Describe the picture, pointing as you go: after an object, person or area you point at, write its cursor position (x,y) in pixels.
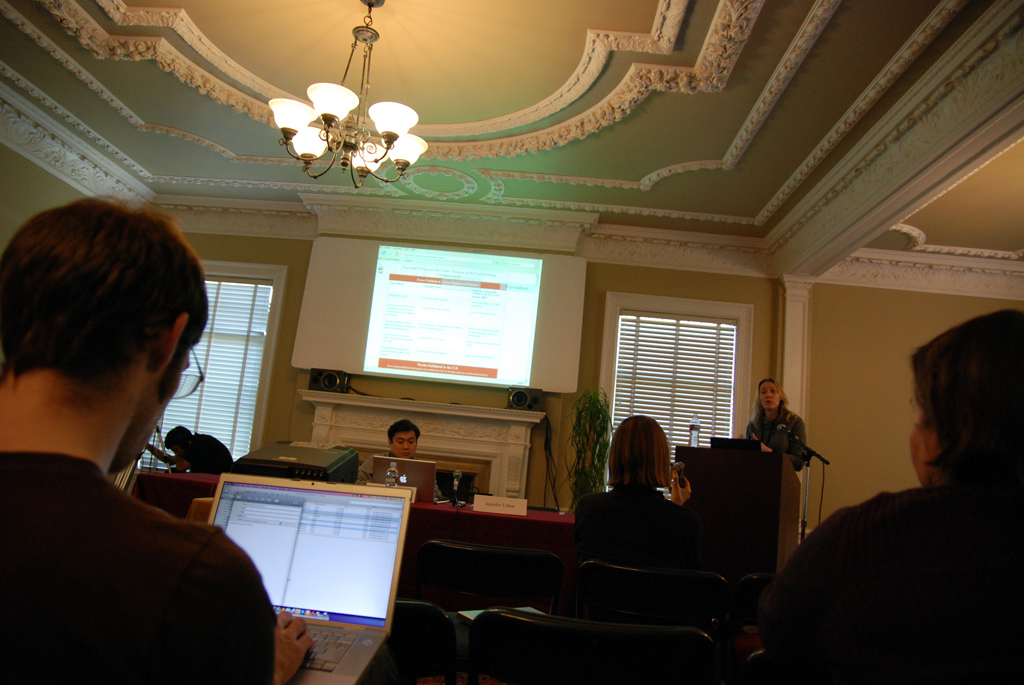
In this image we can see there is a chandelier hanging on the roof (239,168), projector screen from the top. Also there is a lady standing behind the mic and speaking on the stage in front of her there are so many people (974,405) sitting on the chairs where some are operating laptops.
